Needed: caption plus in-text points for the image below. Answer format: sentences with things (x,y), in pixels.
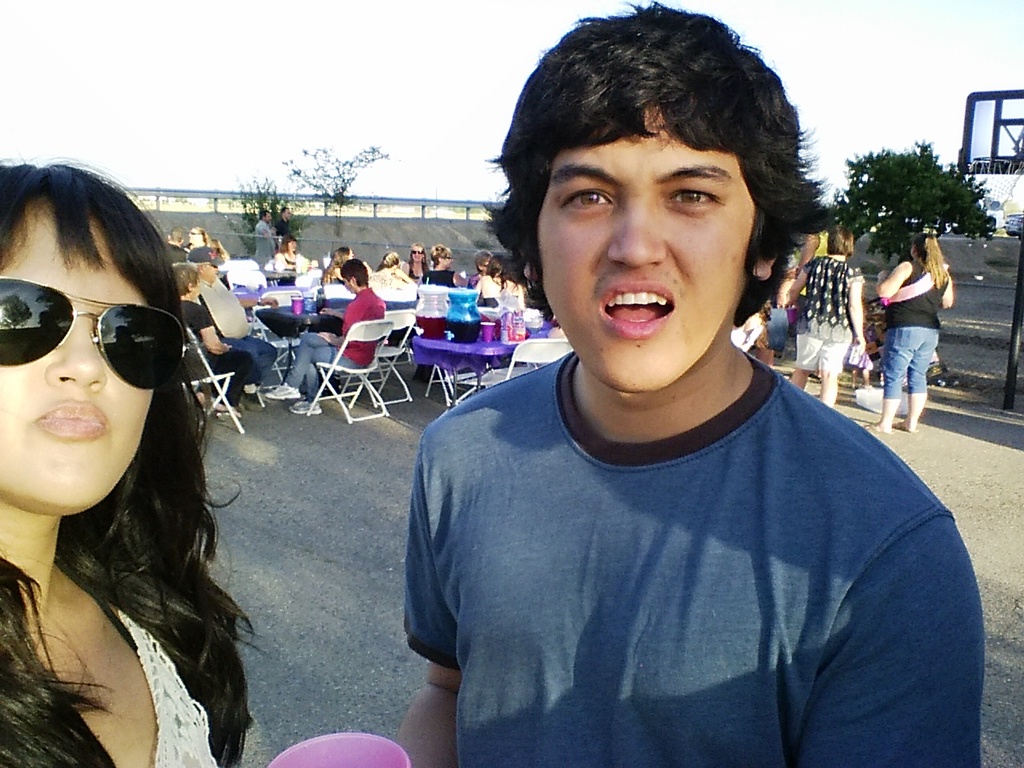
In this image we can see persons (405,740) and an object (373,759). In the background of the image (326,329) there are persons (314,336), chairs (240,271), plants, trees (939,216) and other objects (1008,226). At the top of the image (112,118) there is the sky (892,148).
